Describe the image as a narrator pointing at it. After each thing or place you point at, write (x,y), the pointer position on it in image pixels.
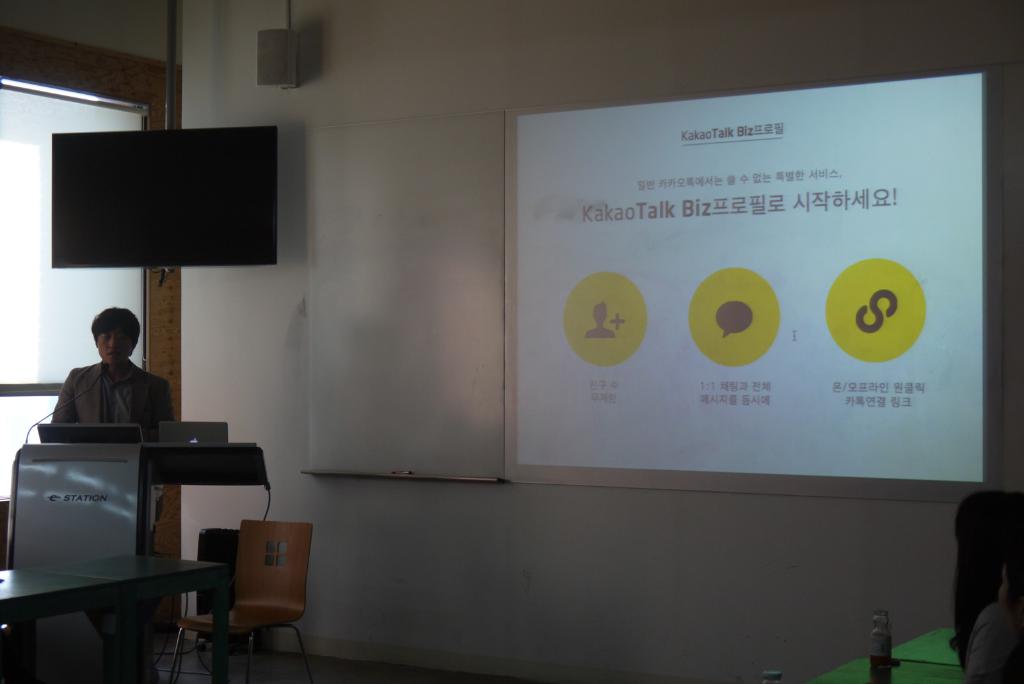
In the image there is a projector screen (962,337) and something is being displayed on that screen (698,330), on the left side (99,363) there is a person (113,394) standing behind a table (94,447), on the table (90,450) there are some gadgets (130,433) and behind him there is a wall (235,120) and there is a television screen (204,250) fit to the wall (234,347), in the foreground (168,596) there is a table (126,605) and behind the table (207,568) there is a chair (248,637) and on the right side (1002,510) there is a girl (967,620).
